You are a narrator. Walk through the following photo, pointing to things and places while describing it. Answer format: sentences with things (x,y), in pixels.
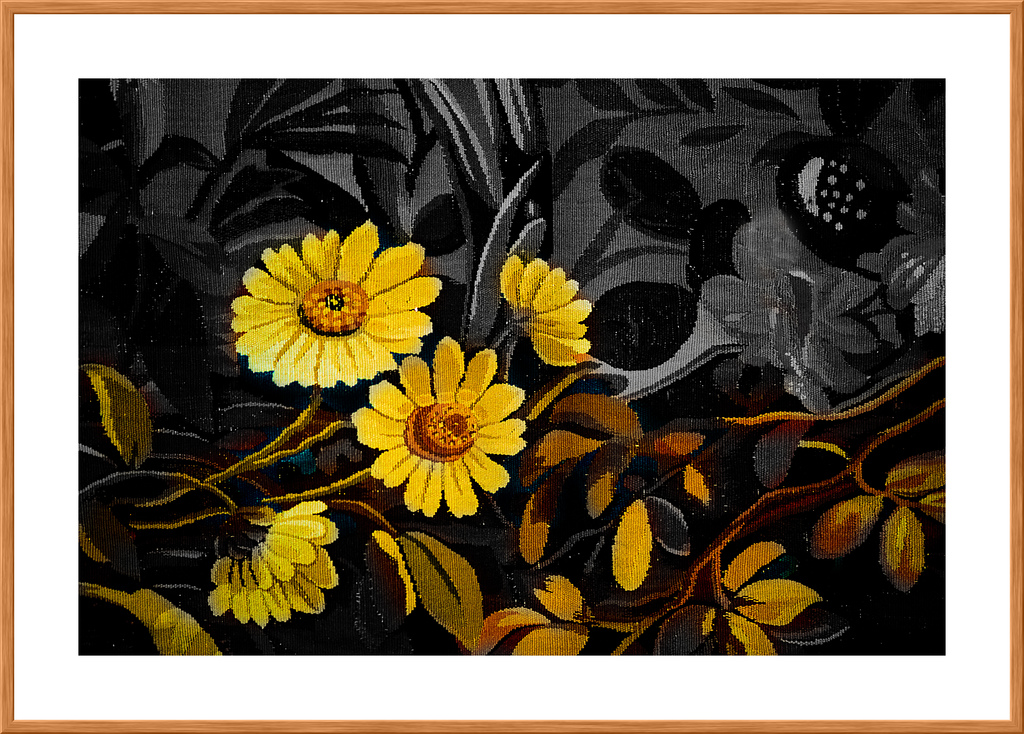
In this picture there is a frame (12,554). On the frame (12,554) there is a painting (491,109) of yellow color flowers (517,270) on the plant (371,270).
